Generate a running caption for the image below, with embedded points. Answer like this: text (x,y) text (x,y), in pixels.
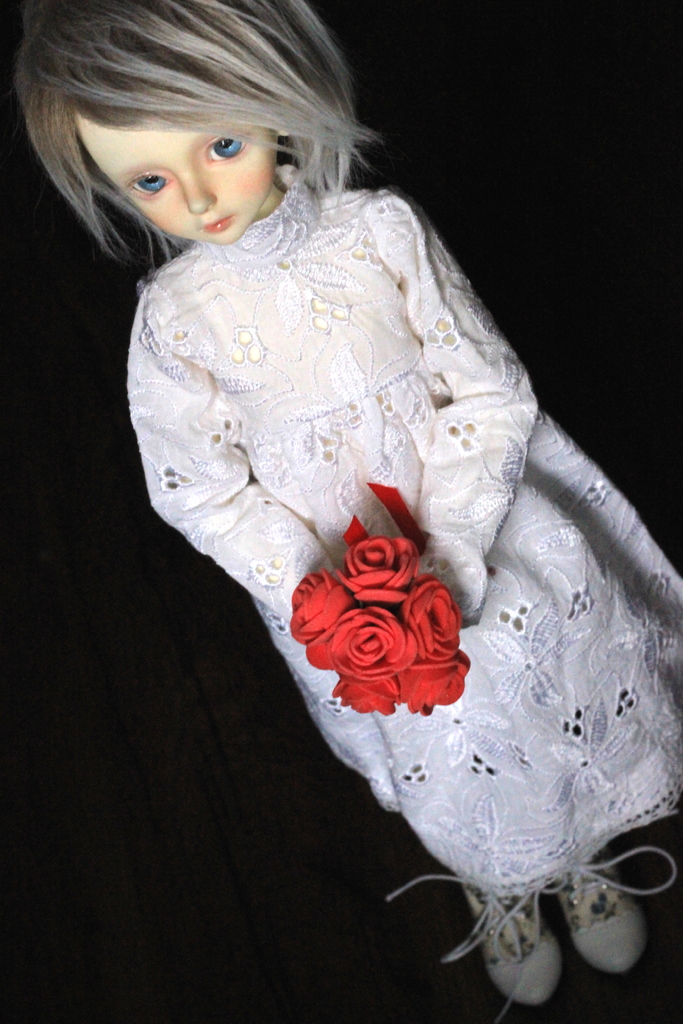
In the picture we can see a girl doll (617,655) with a white dress (543,538) and holding red color flowers (364,643) in hand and white shoes (620,884) with laces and in the background (356,844) we can see dark.
